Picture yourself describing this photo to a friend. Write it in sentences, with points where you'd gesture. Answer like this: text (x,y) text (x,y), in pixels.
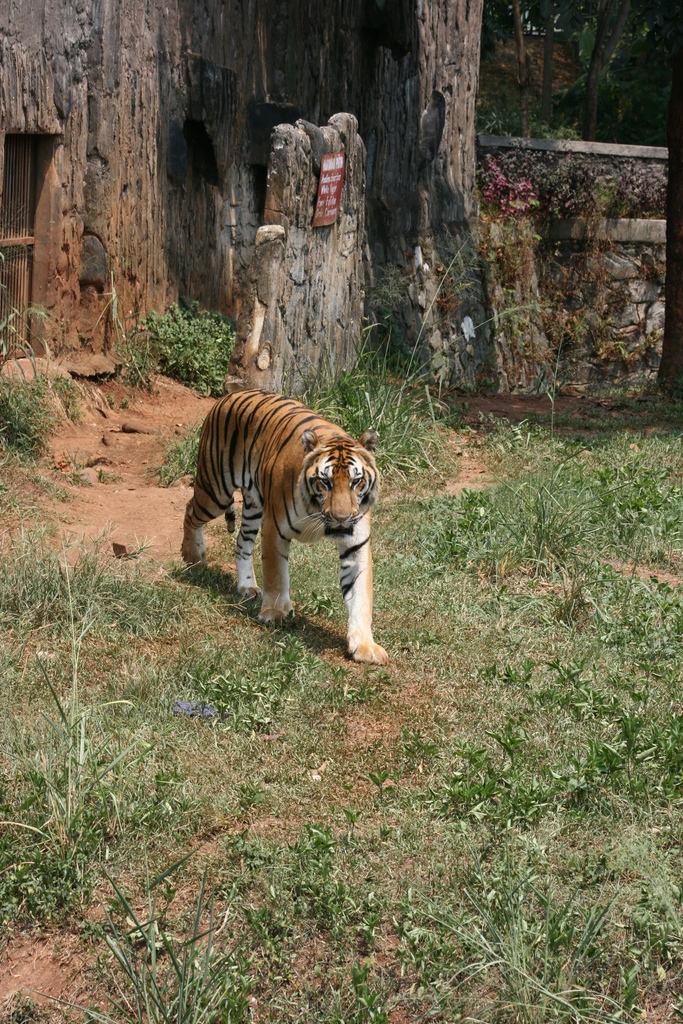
In this image I can see the ground (503,739), some grass (329,732) and few plants (458,788). I can see a tiger (343,549) which is black, brown and cream in color is standing on the ground (320,575). In the background (408,306) I can see few walls (360,261), few flowers (502,173) and few trees (611,122). I can see the metal gate (30,166) to the left side of the image (24,150).
